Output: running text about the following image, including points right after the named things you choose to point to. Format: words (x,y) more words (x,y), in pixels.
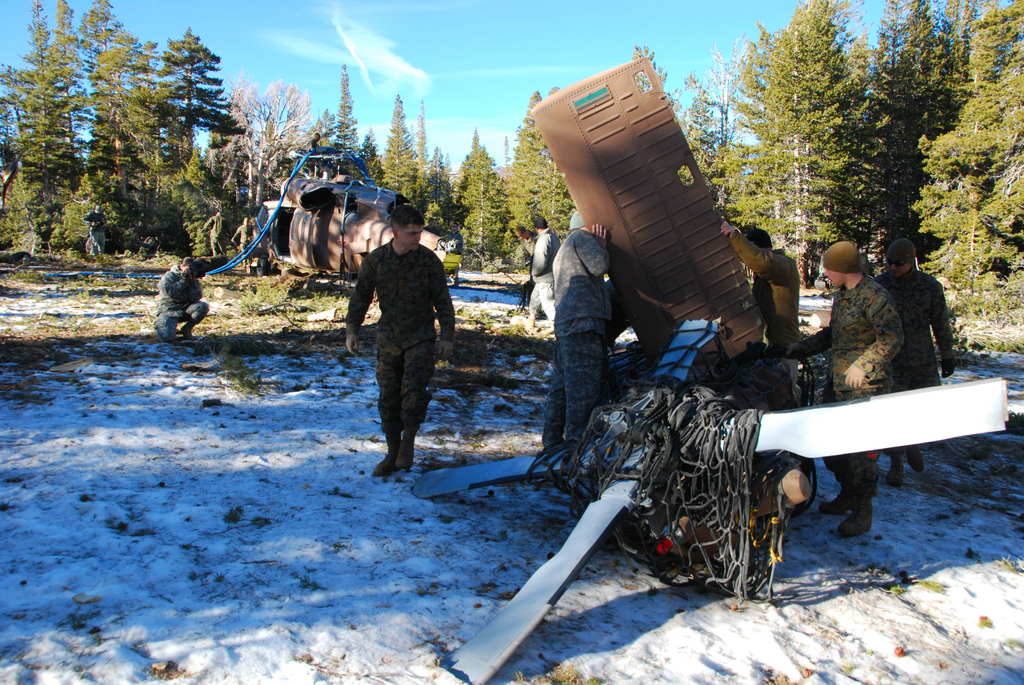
In the center of the image (397,416) we can see a man (384,410) standing. He is wearing a uniform (405,351). On the right (711,305) there are people (555,402) lifting an object (670,323). At the bottom (662,495) we can see some equipment (642,484). In the background (267,254) there are people (186,273), an object (301,218), trees (752,197) and sky (425,74).
